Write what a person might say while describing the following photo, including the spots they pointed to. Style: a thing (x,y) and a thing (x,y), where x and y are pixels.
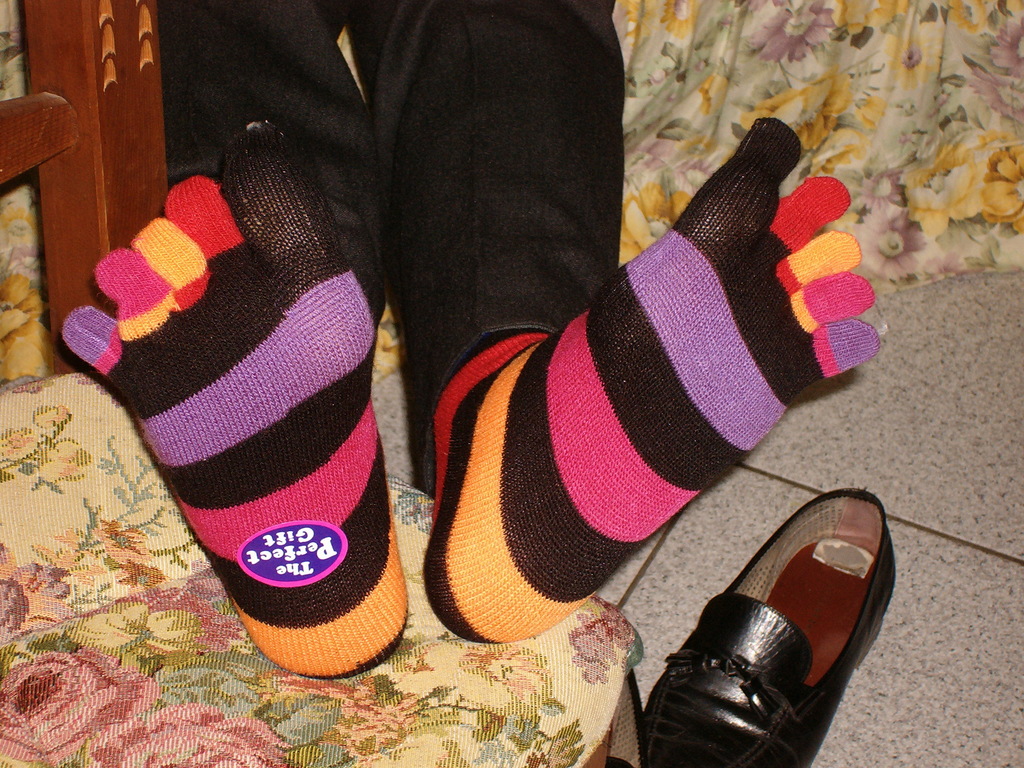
At the bottom of the image (43,564) there is a chair (307,702). On the chair (259,701) there are legs (425,312) with socks (437,541). Beside the chair (246,693) on the floor (702,564) there is a shoe (747,616). In the top right corner of the image (784,53) there is a curtain (886,59) with flowers (773,107).
